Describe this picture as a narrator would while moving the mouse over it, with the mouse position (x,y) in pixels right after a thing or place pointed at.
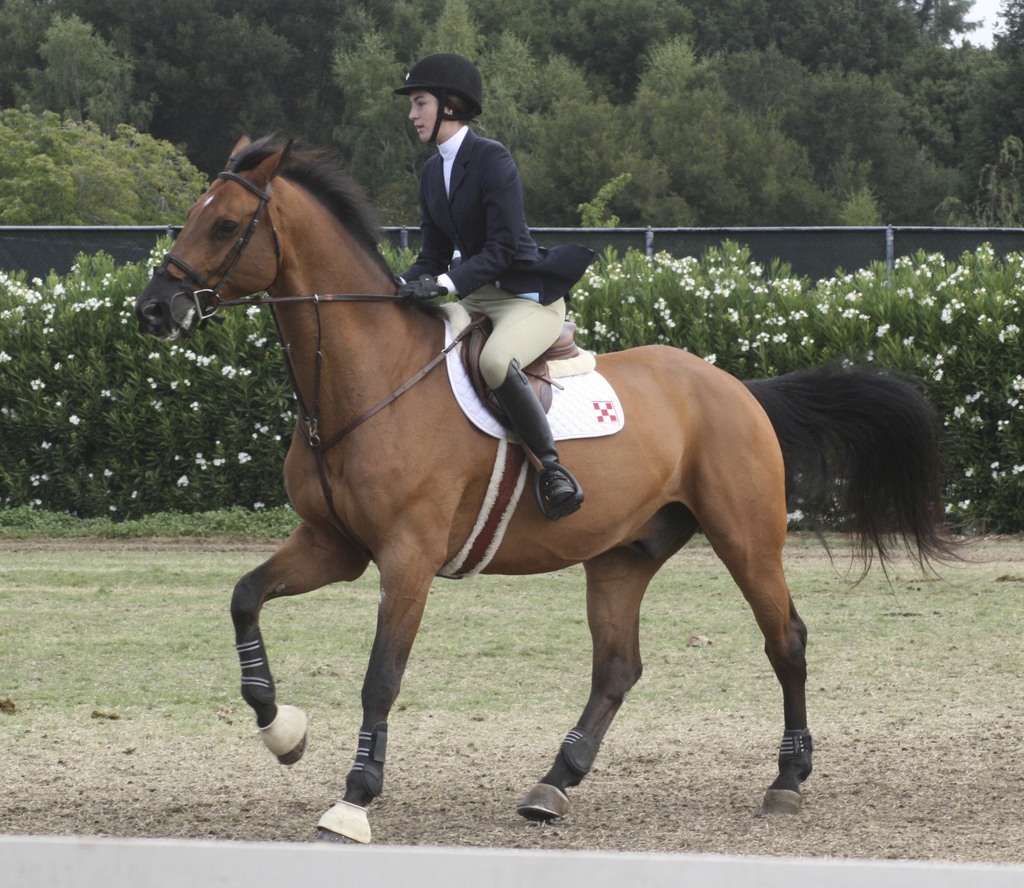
In this picture there is a person (488,265) riding a horse (294,270), wearing helmet (432,92). In the background (688,302), there are some plants (640,318) and railing (866,233). We can observe some trees (366,71) here.
